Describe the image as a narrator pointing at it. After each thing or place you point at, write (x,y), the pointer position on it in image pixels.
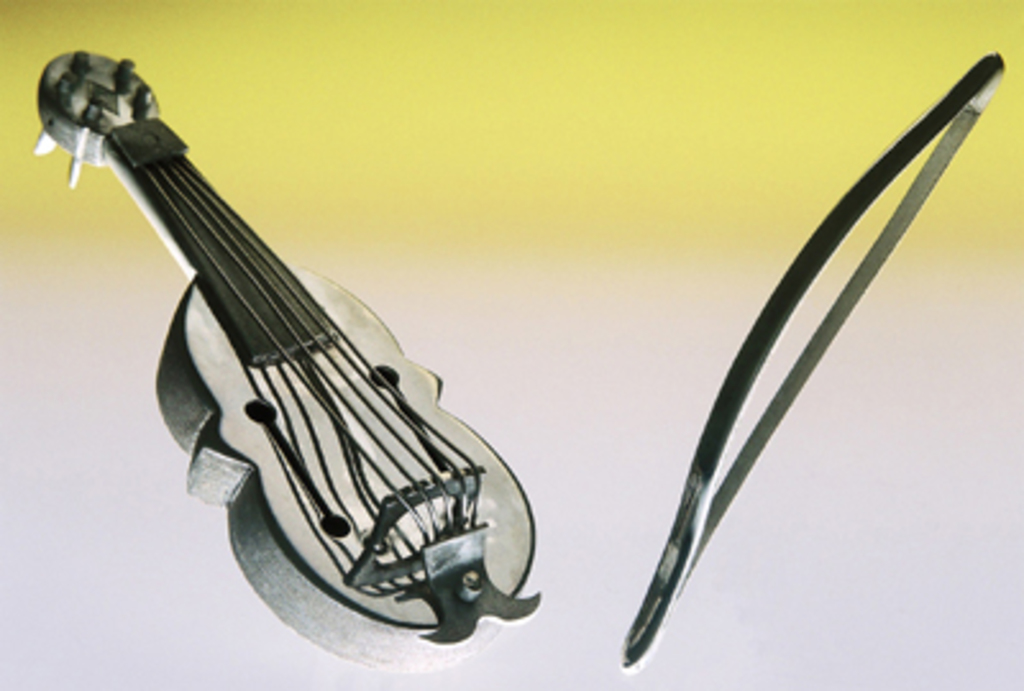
Here in this picture we can see a violin (165,203) and its bow (790,290) present over there.
